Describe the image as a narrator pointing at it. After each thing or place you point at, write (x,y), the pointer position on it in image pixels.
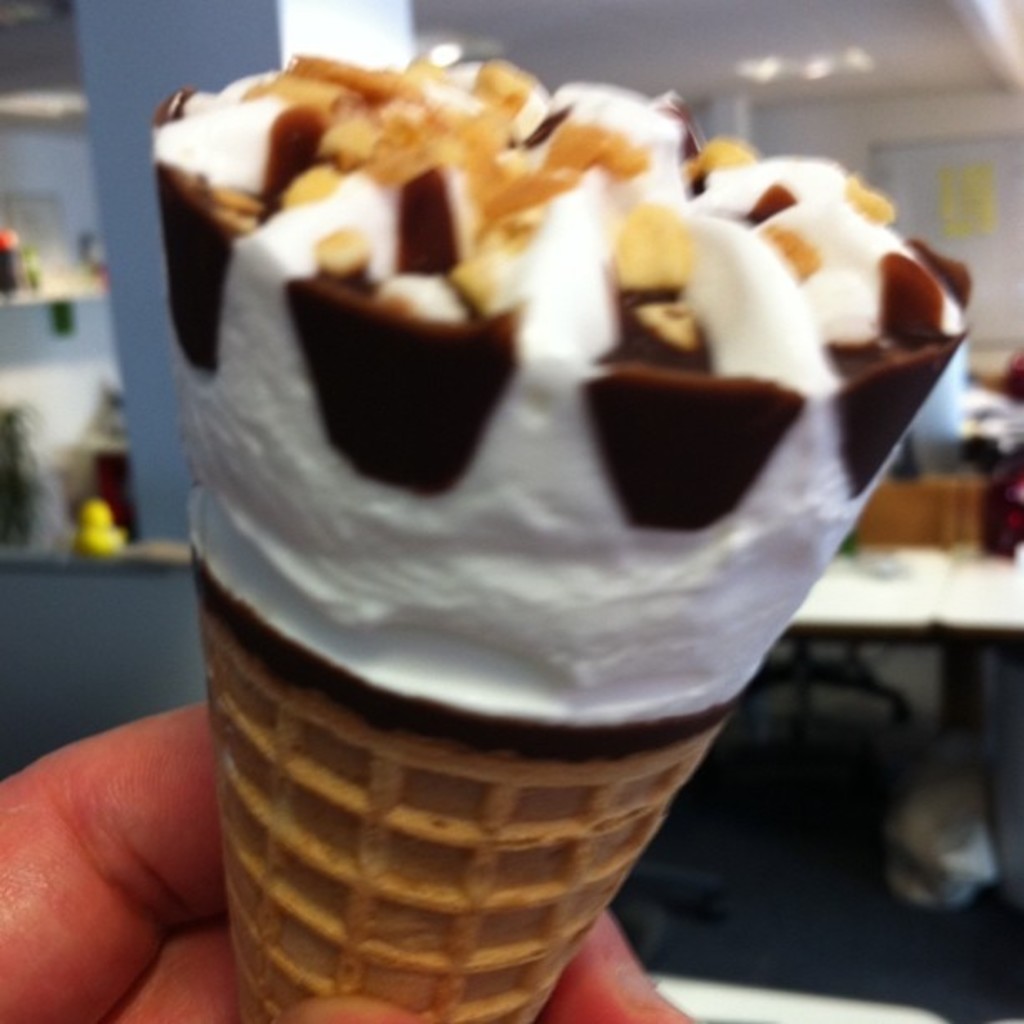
A human hand (123,944) is holding an ice cream (500,628).
